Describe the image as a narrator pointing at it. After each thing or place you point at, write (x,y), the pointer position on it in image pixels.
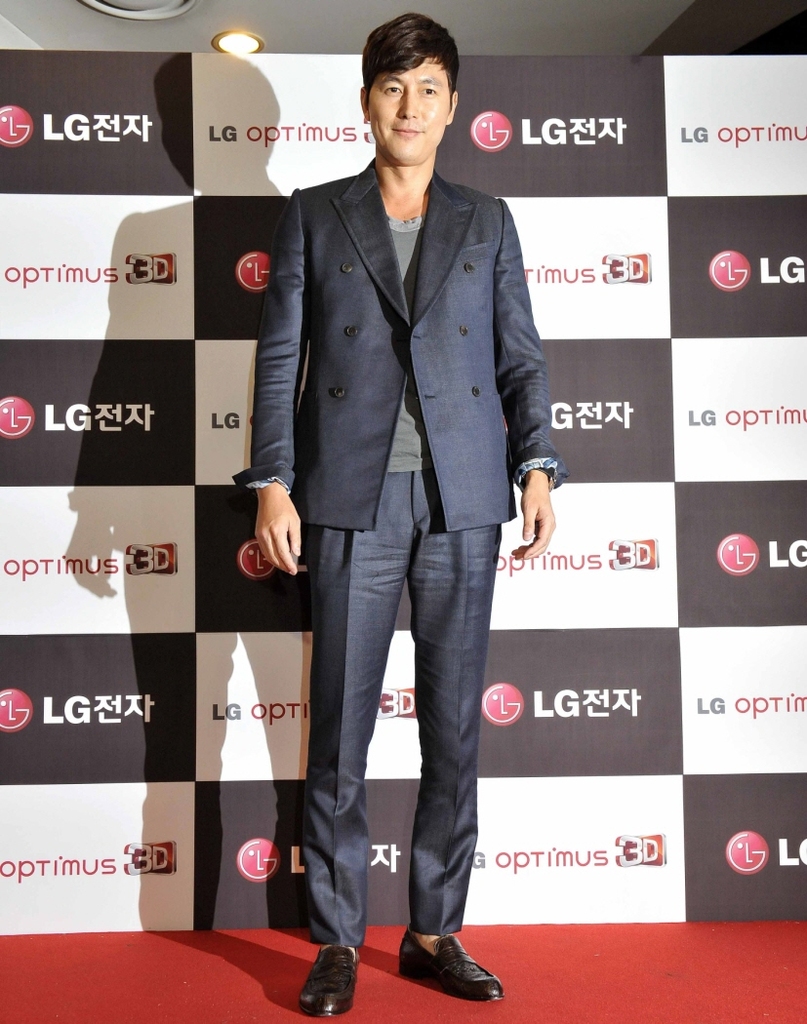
In the center of the image (275,354) there is a person (274,301) wearing a suit (273,289). In the background of the image (50,486) there is a advertisement board (221,535). At the bottom of the image (637,957) there is a red color carpet (707,986).
